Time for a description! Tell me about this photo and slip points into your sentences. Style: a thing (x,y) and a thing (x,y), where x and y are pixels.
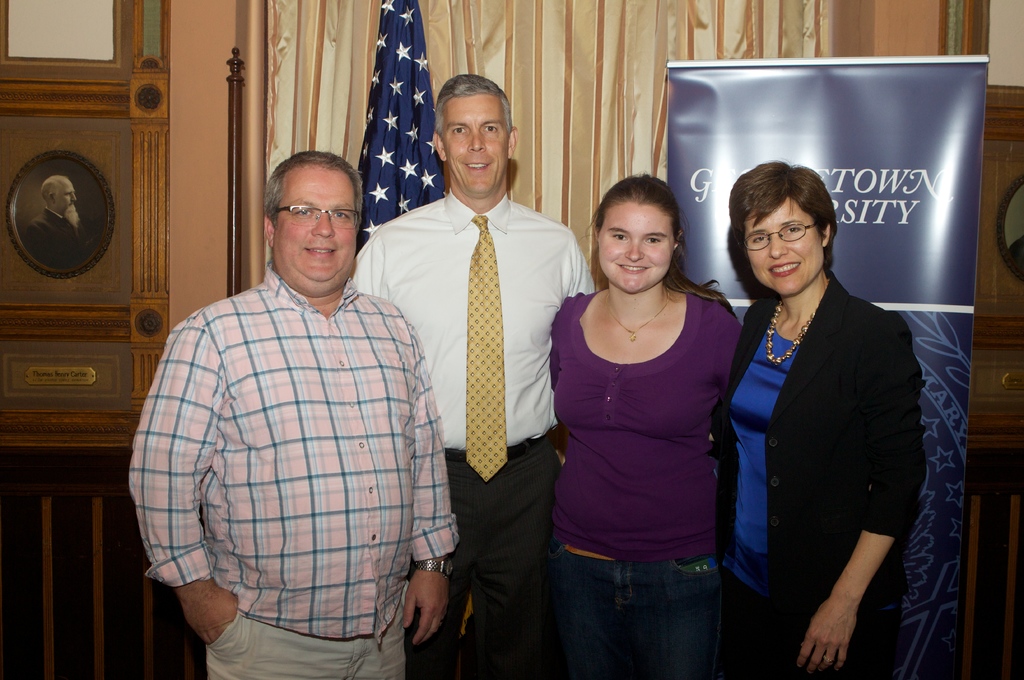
This picture is clicked inside. In the center (664,274) we can see the group of two women (591,304) and two men (367,257) standing on the ground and smiling. In the background (655,12) we can see the curtain (631,58), a flag (379,153), pole (230,252), picture frame (102,214) hanging on the wall (217,234) and a blue color banner (924,214) on which the text (736,191) is printed.
